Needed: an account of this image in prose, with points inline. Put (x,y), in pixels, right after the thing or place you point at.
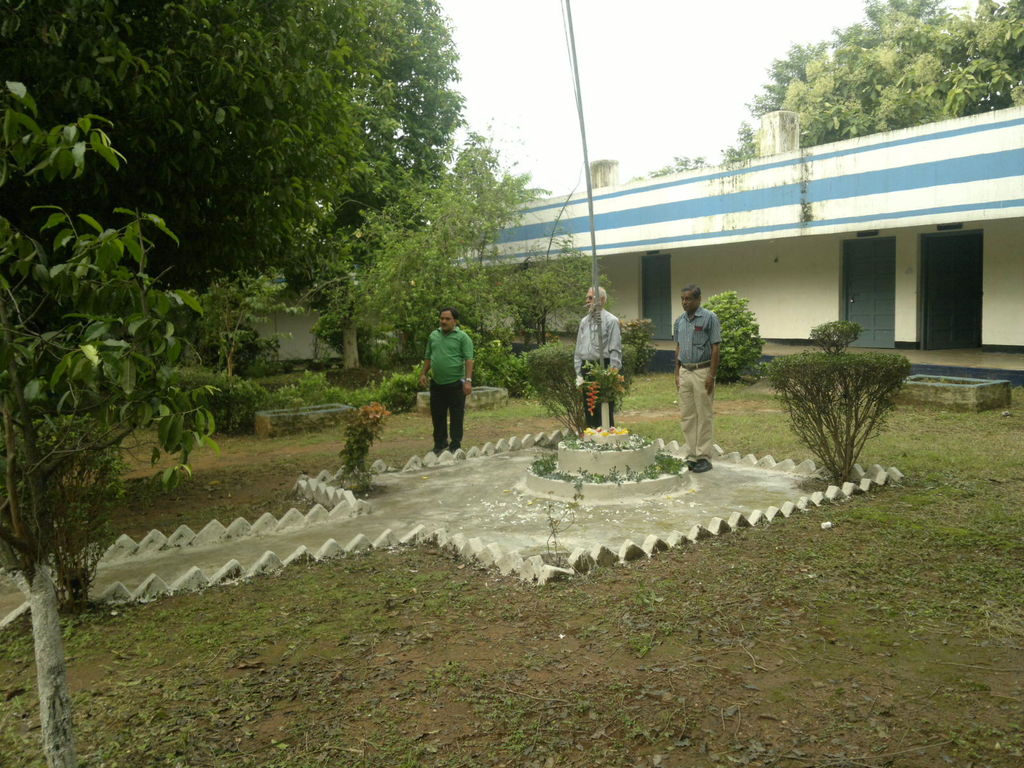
In the center of the image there is a pole (602,419). There are plants (573,421). At the bottom of the image (929,583) there is grass (978,452) on the surface (987,463). There are people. In the background of the image (734,239) there is a building (659,225). There are trees (327,216) and sky (709,54).
